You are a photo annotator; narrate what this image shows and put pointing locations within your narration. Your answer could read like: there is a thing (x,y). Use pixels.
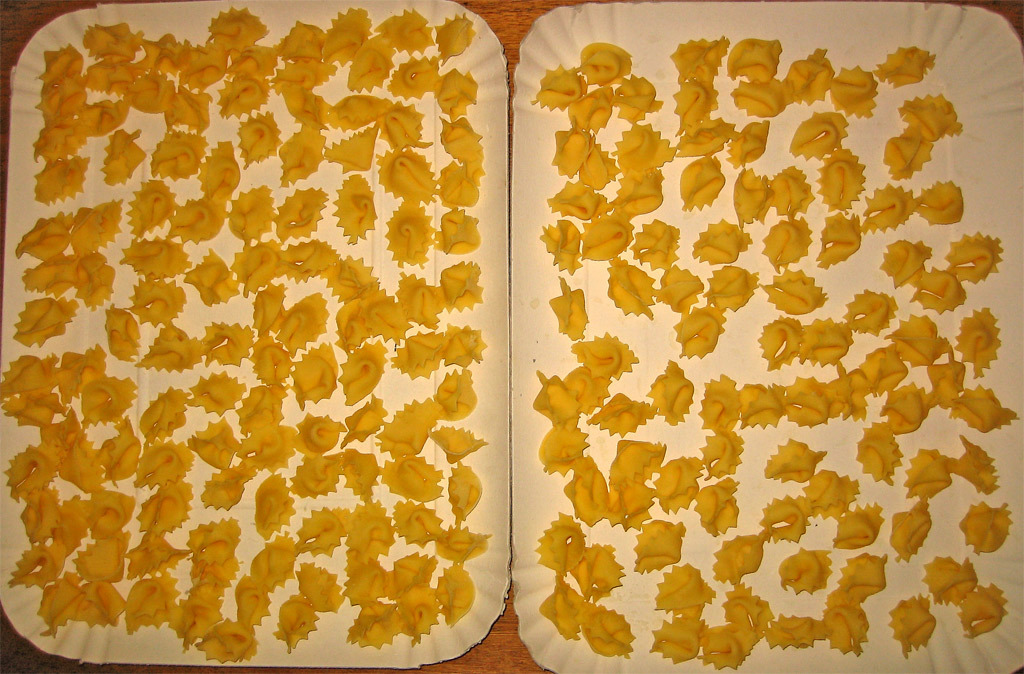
In this picture I can observe some food (106,45) placed on the white color plates (467,210). These plates (576,59) are placed on the brown color table (500,32).
